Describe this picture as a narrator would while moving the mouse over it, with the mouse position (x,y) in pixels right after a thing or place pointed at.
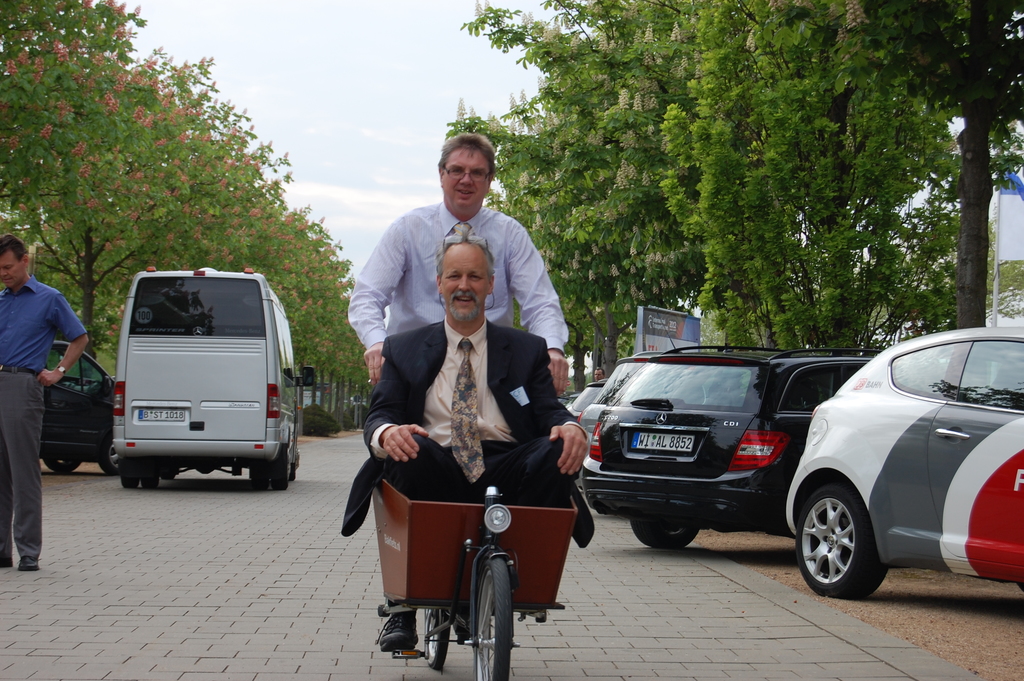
These two persons (403,632) are sitting on the vehicle (431,518) and this person (448,230) riding this vehicle (450,544), this person (35,398) standing. We can see vehicles (269,466) on the road (212,514). On the background (431,164) we can see trees (18,197), sky (347,83).
